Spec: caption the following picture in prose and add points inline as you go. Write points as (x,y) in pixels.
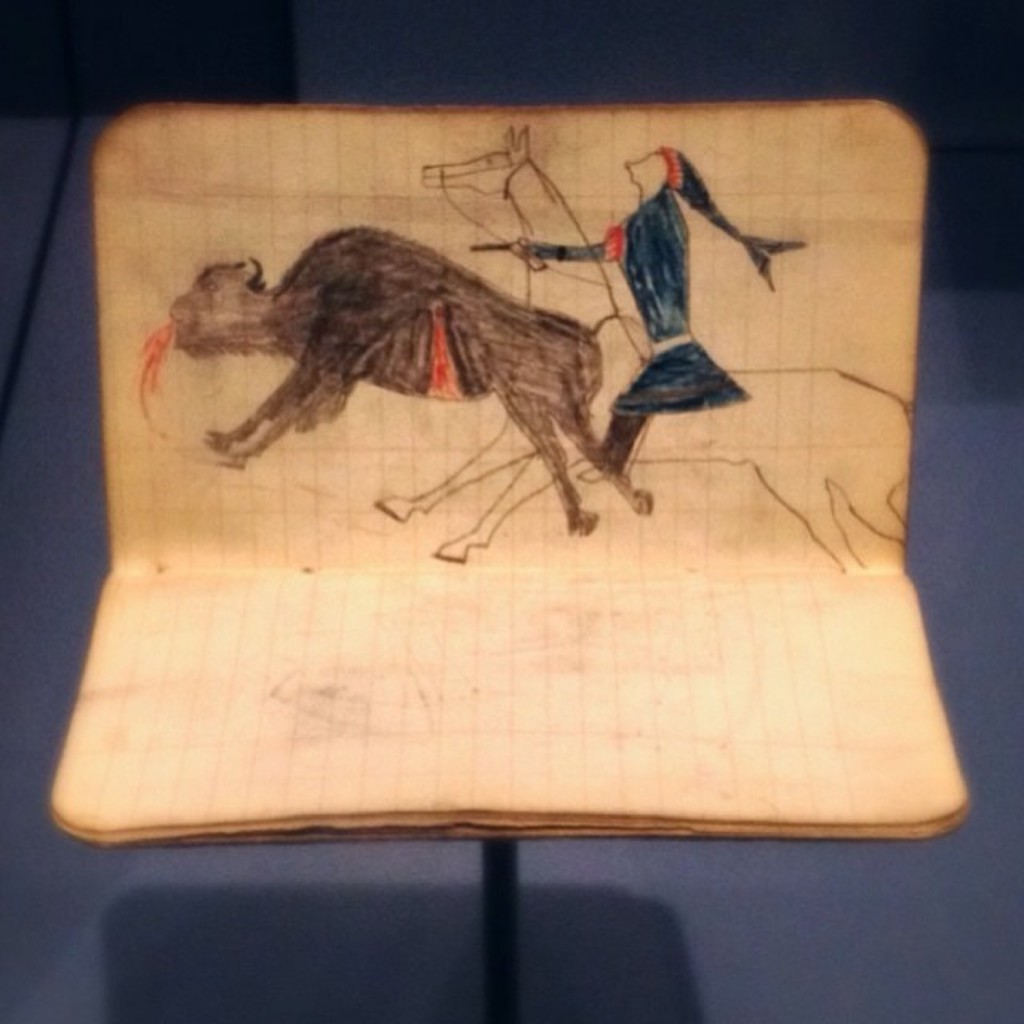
In the center of the image (643,351) there is a book (717,608). In which there is drawing (571,341) of a person (652,191) and animals (577,331).
